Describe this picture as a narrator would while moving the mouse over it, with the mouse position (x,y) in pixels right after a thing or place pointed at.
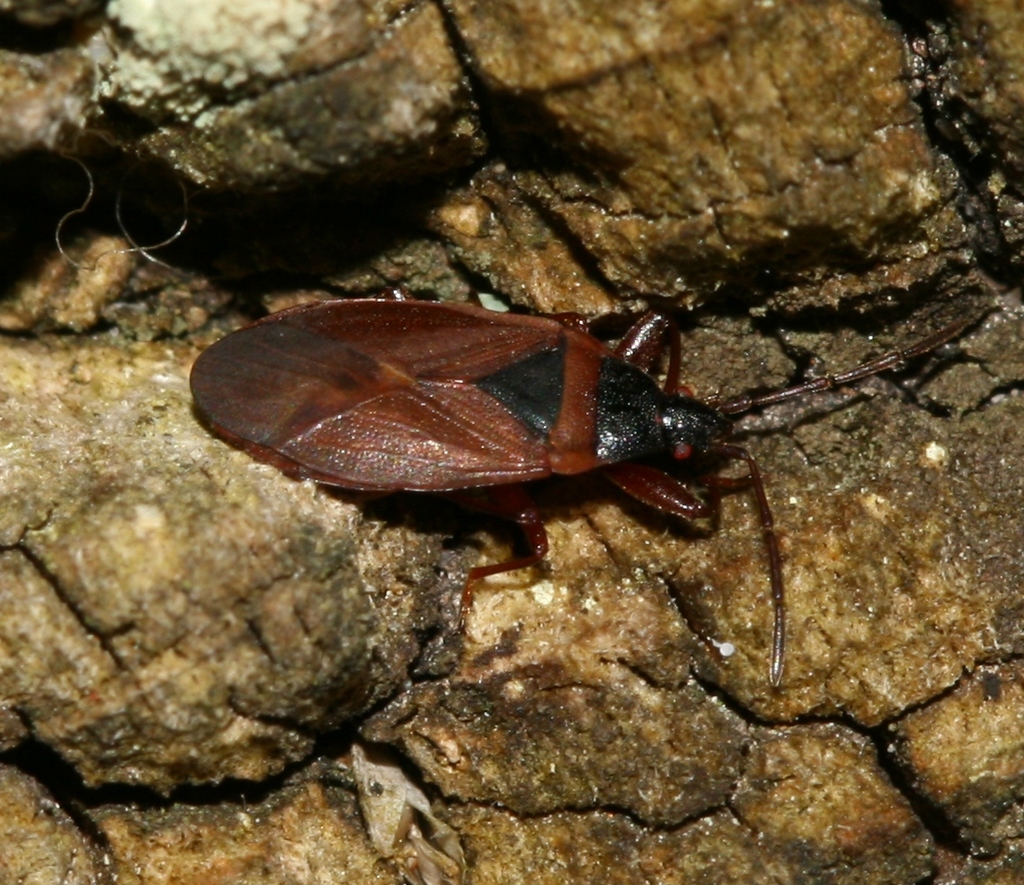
This is a zoomed in picture. In the center (418,362) there is an insect (519,489) on the rock (802,618). In the background (685,79) we can see the rocks (546,162).
